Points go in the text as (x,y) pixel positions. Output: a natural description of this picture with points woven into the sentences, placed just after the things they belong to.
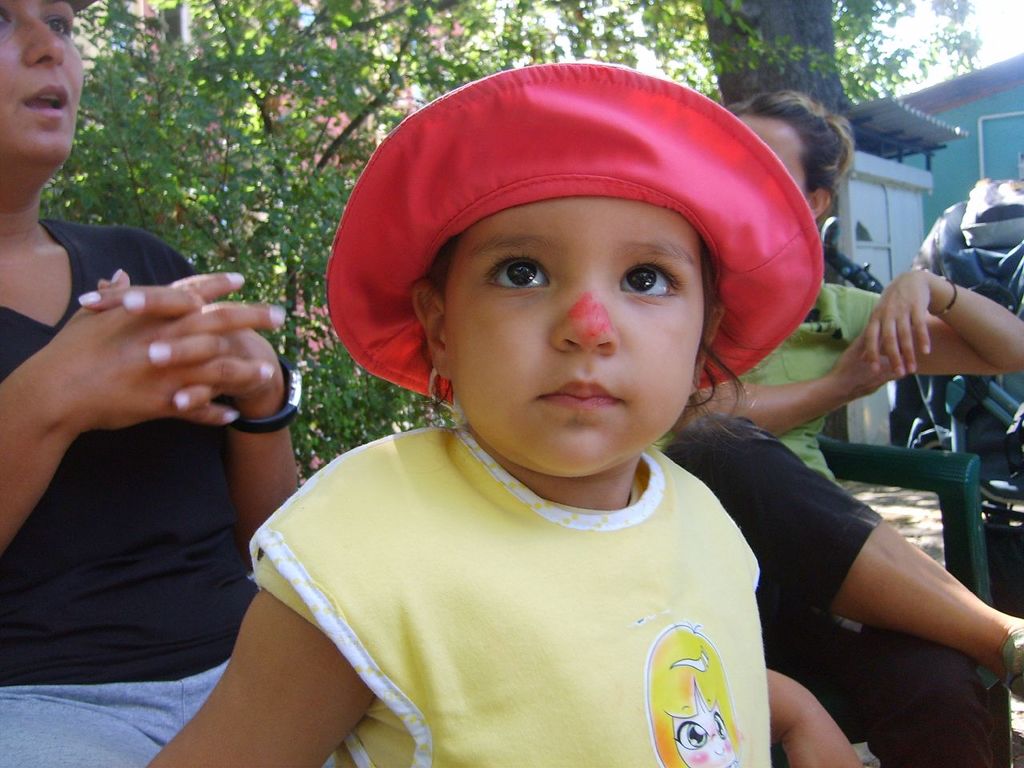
In the center of the image (549,319) we can see a kid (529,202) wearing the cap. We can also see the woman (291,408) sitting on the chairs (871,483). We can see the trees (856,12) and also the house (970,101) and a shed (916,125) on the right (924,144).
